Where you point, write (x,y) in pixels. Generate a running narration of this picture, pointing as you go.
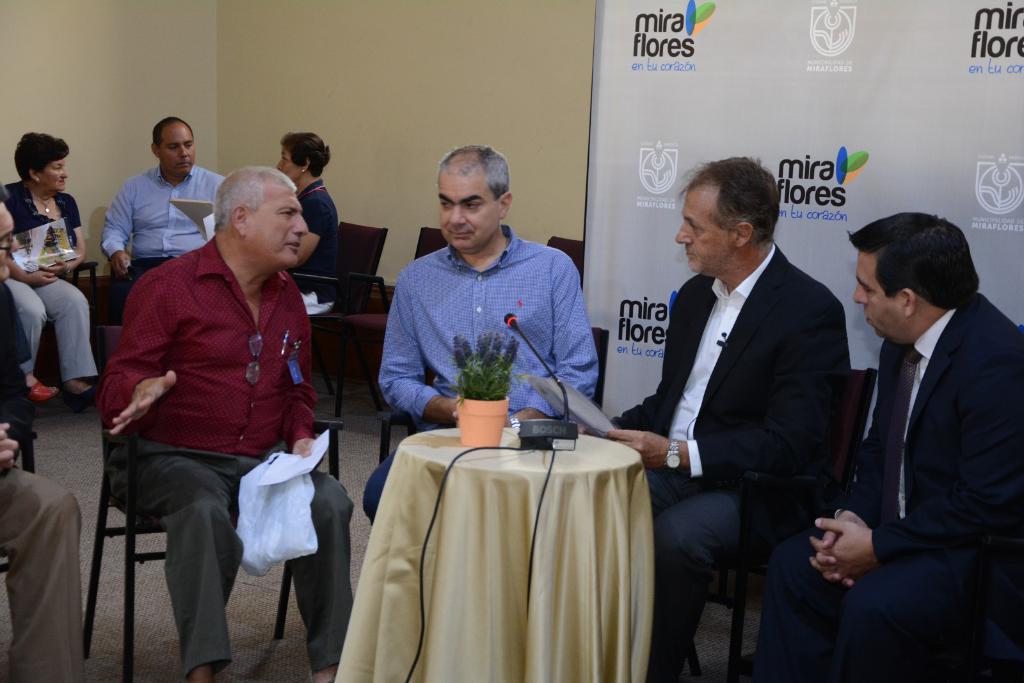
In the image I can see some people (338,590) who are sitting around the table (586,513) on which there is a plant (497,390) and a mic (559,385) and to the side there are some other people (55,161).
